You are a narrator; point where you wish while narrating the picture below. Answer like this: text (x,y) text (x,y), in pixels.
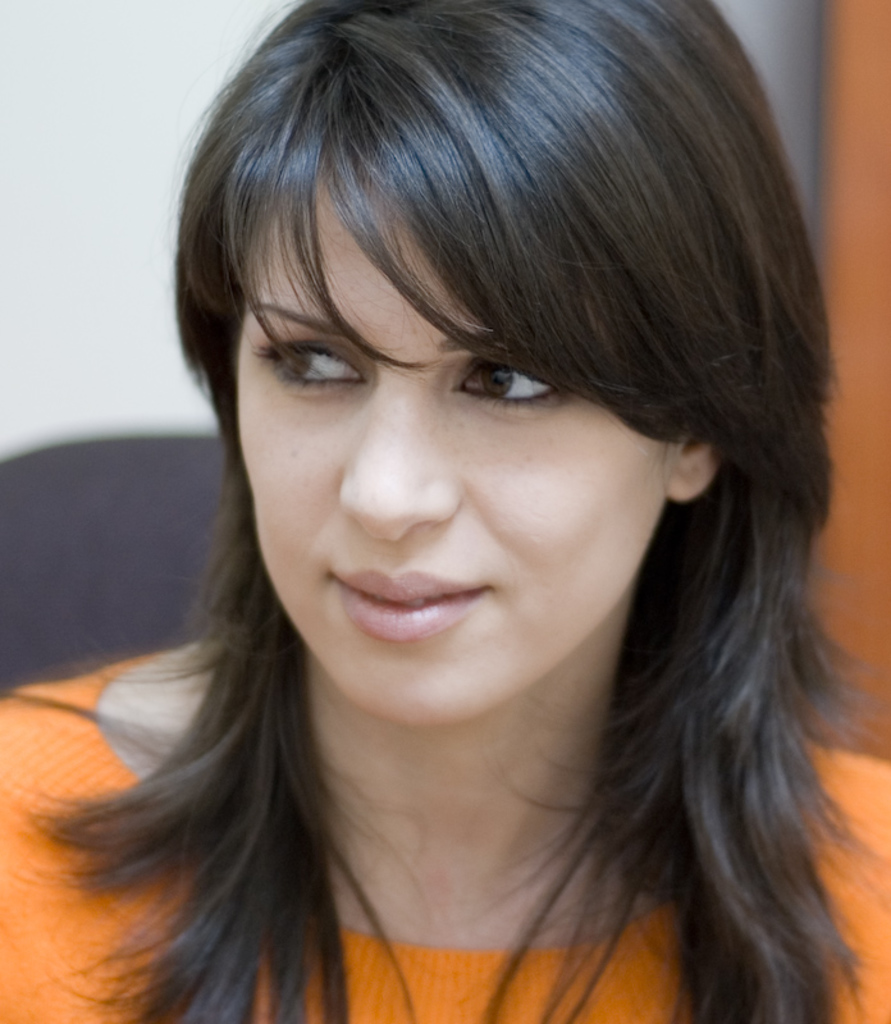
In the picture there is a woman (451,573), she is wearing orange dress (832,771) and the background of the woman (524,390) is blur.
